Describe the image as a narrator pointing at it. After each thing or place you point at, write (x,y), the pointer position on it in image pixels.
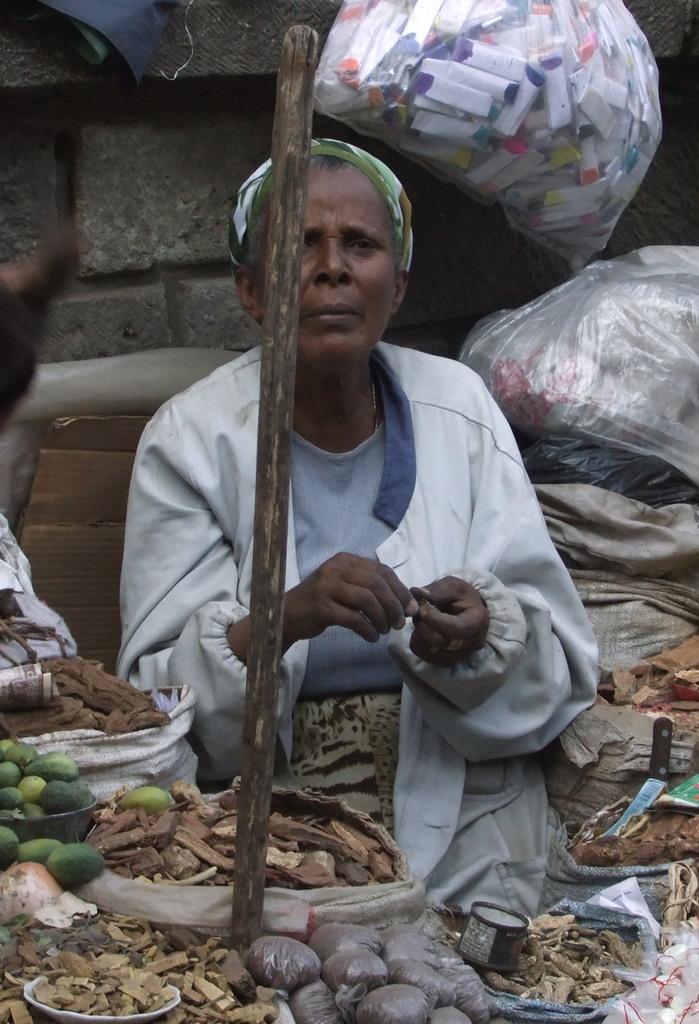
In this image we can see a person (336,552) sitting and selling food items (90,923). In the background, we can see the wall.
